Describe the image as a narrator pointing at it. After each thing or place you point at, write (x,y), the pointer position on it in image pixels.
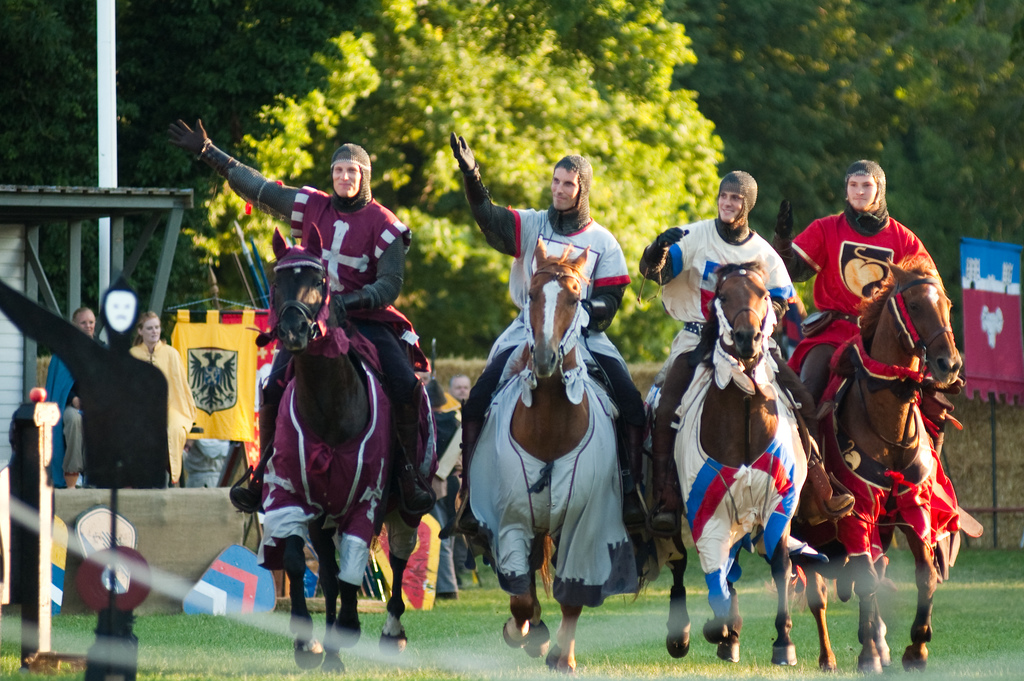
As we can see in the image there are trees (494,102), banner (998,274), few people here and there and four people (336,253) sitting on horses (771,493).
